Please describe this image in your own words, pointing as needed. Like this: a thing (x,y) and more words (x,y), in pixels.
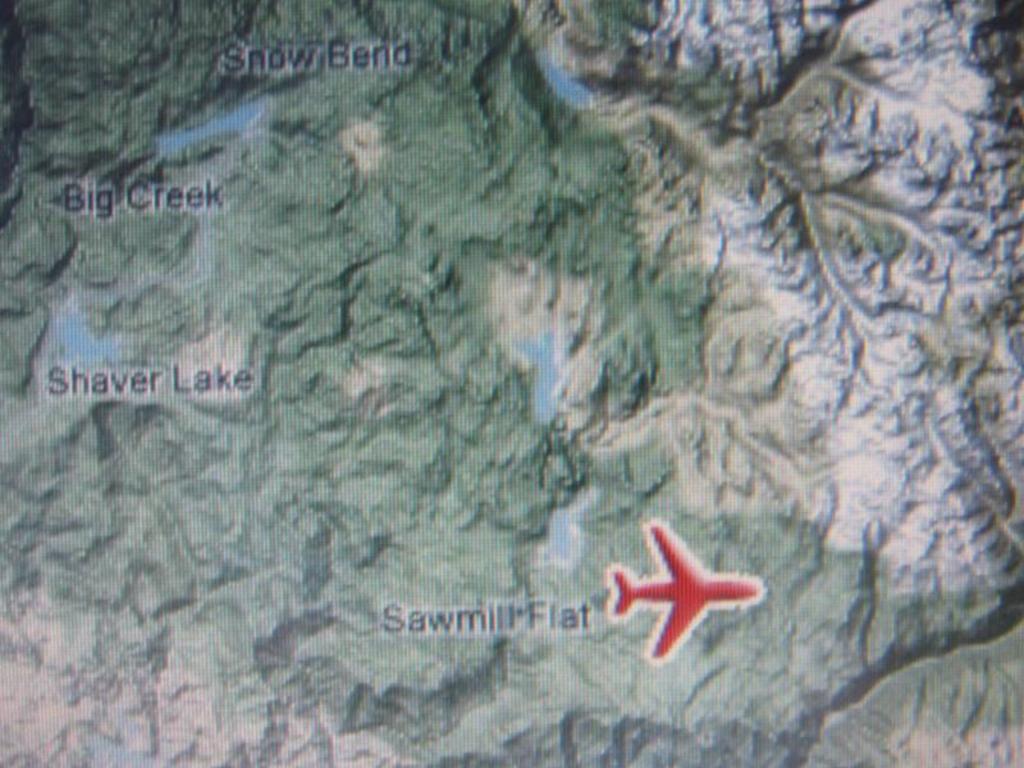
In the image I can see a map (358,247). I can also see something written on the image in black color and design (643,595) of an airplane (643,598).
